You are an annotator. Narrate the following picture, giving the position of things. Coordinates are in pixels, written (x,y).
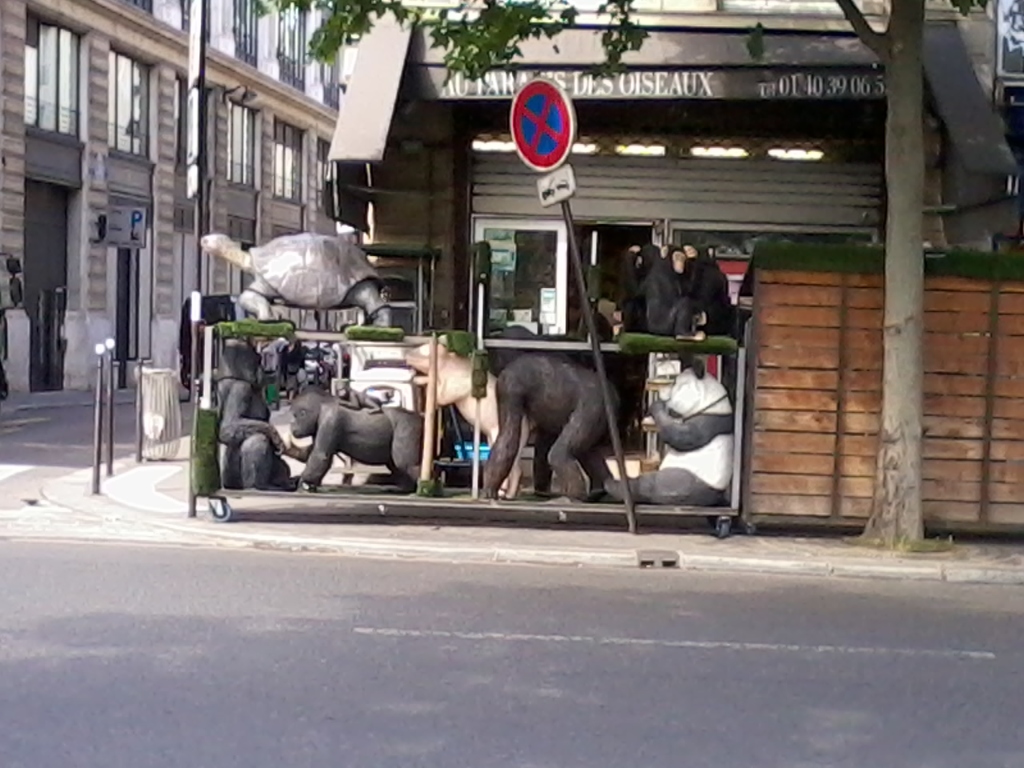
In this picture I can see the road (509,680). I can see statues (517,391). I can see the buildings (444,318). I can see the tree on the right side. I can see caution pole (562,119).
